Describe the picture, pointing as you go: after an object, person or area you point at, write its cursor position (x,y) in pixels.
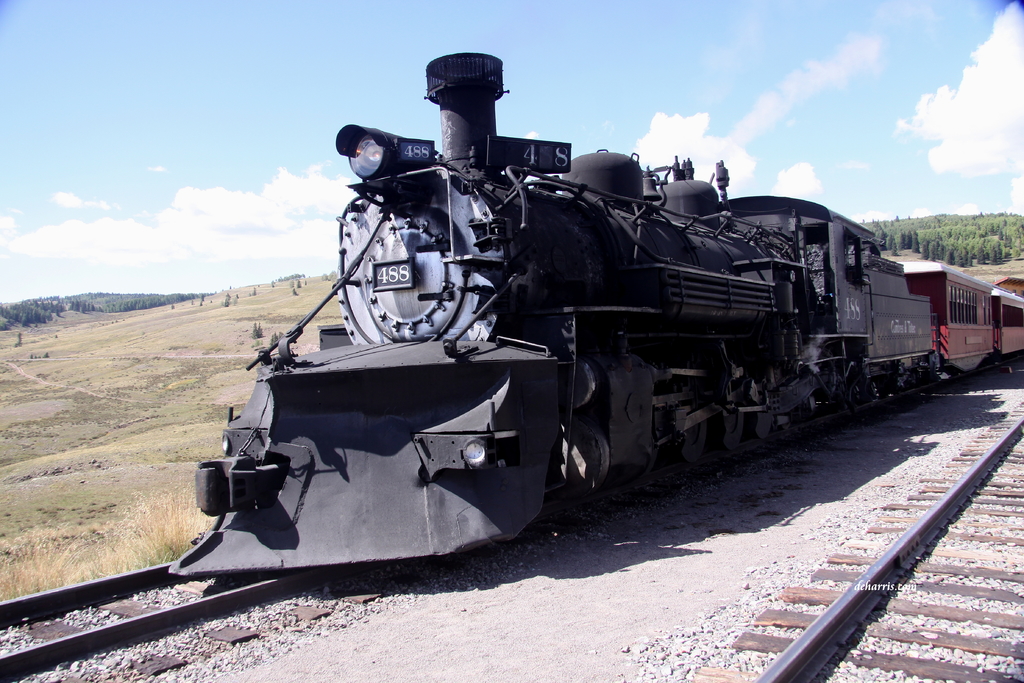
In this image we can see a train (675,296) on the railway track (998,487), here is the grass (154,407), here are the trees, at above the sky (174,227) is cloudy.
